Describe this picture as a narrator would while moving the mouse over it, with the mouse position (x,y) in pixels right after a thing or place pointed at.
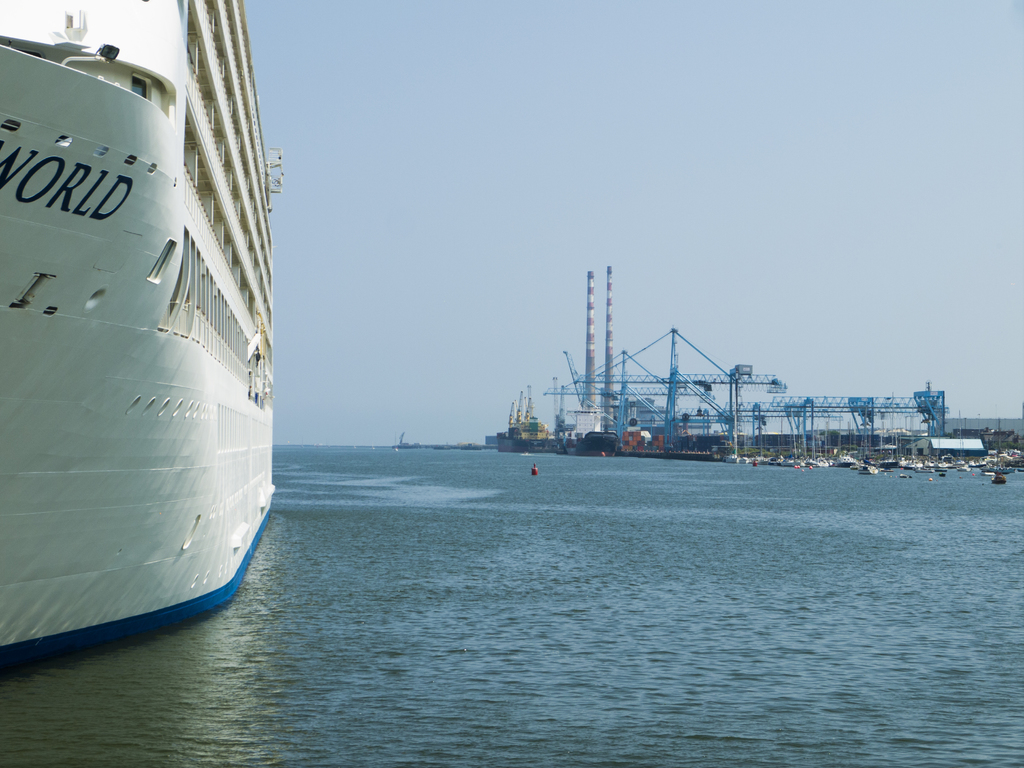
In this picture there is a ship (27,649) on the water (612,693) and there is text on the ship (116,144). At the back (927,394) there are towers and there are metal rods (925,408), cranes (933,418) and there is a building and there are boats (998,481). At the top (708,122) there is sky (655,124). At the bottom (579,585) there is water (504,562).
